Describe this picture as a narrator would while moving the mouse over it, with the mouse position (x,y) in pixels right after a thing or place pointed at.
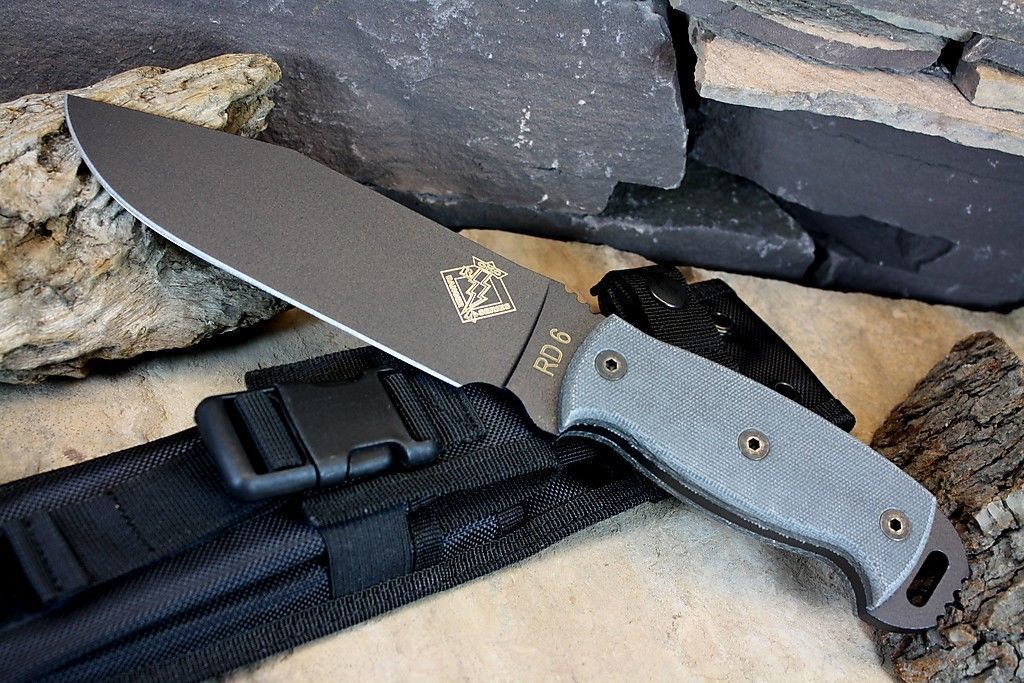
In this image we can see a knife (636,432) placed on the pouch (408,483). In the background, we can see some rocks (864,631).
